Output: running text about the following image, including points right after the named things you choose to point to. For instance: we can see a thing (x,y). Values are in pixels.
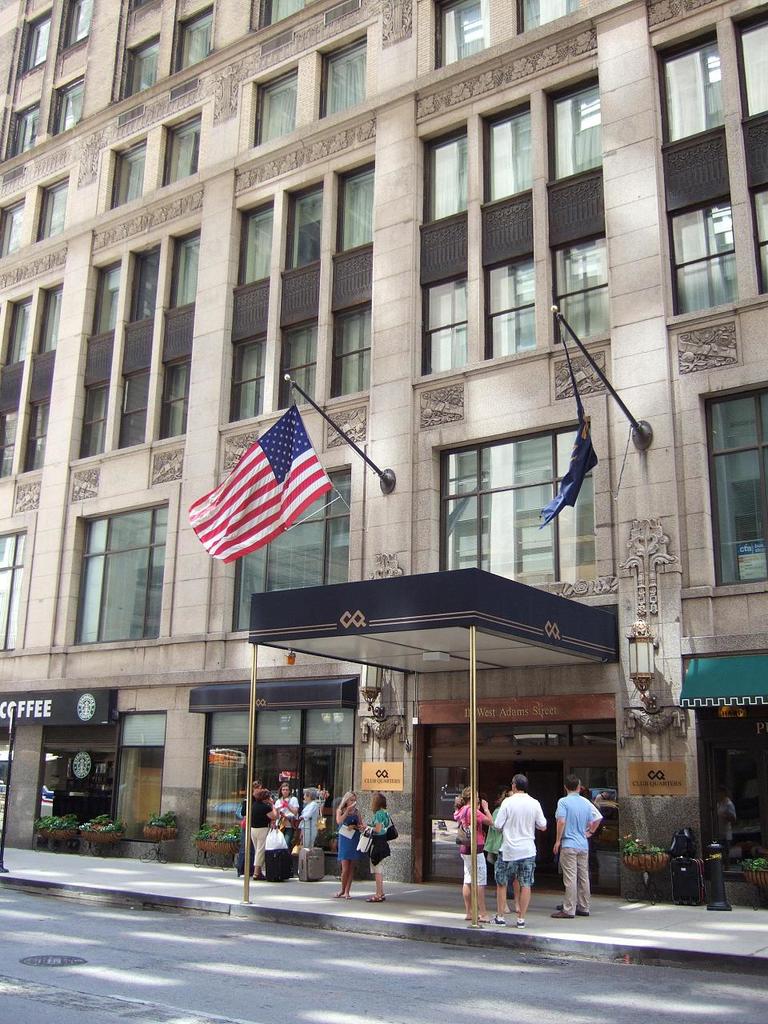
In this image I can see the road (148,996). To the side of the road (244,983) I can see many people (350,857) standing and wearing the different color dresses (353,851). In-front of these people (377,818) I can see the building (357,442) with glass windows (444,461) and there are two flags (298,487) to the building (399,501). I can see the boards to the building (241,732).
